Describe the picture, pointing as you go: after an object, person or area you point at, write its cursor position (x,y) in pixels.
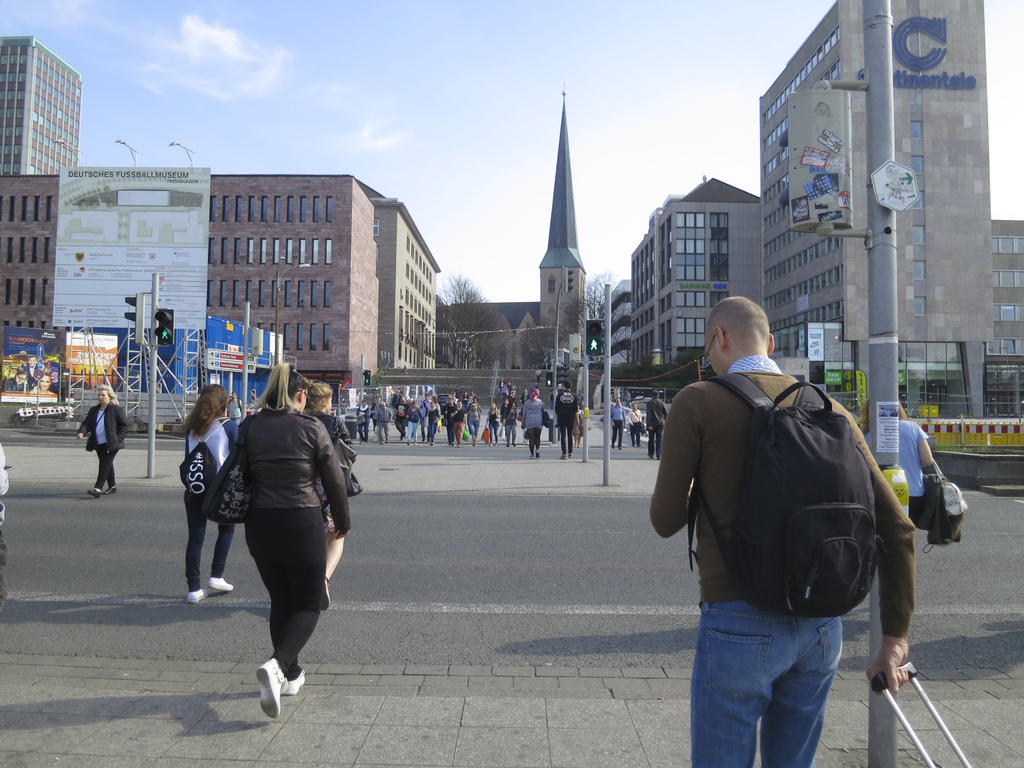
In this image we can see people (897,535). In the center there is a road (682,536) and we can see poles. On the left (156,341) there is a traffic light (138,304). In the background (269,191) there are buildings (438,303), trees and sky (489,103).
